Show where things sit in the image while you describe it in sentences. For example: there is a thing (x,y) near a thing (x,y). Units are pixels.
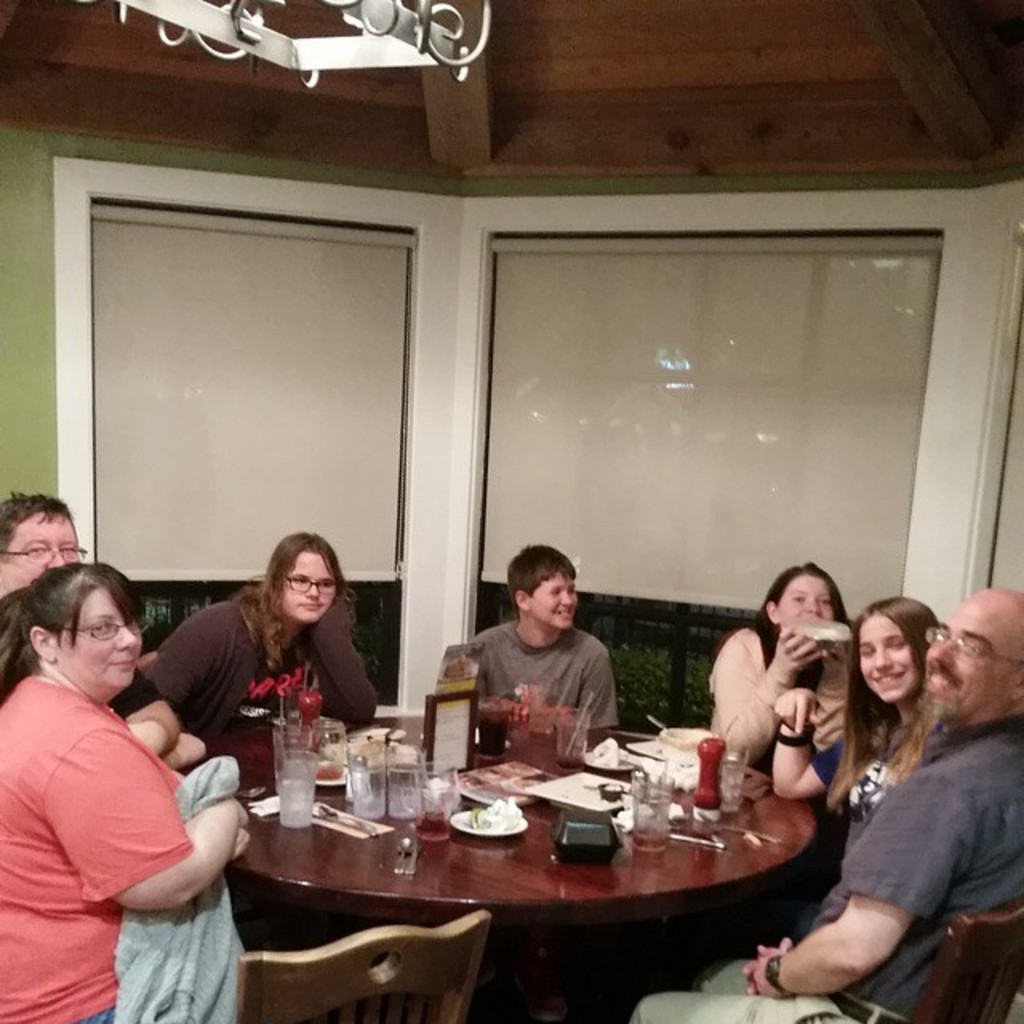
In this image I can see in there are few people (514,621) who are sitting on a chair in front of a table (581,895). On the table (536,863) I can see there are few glasses (453,792) and other objects (596,785) on it.
